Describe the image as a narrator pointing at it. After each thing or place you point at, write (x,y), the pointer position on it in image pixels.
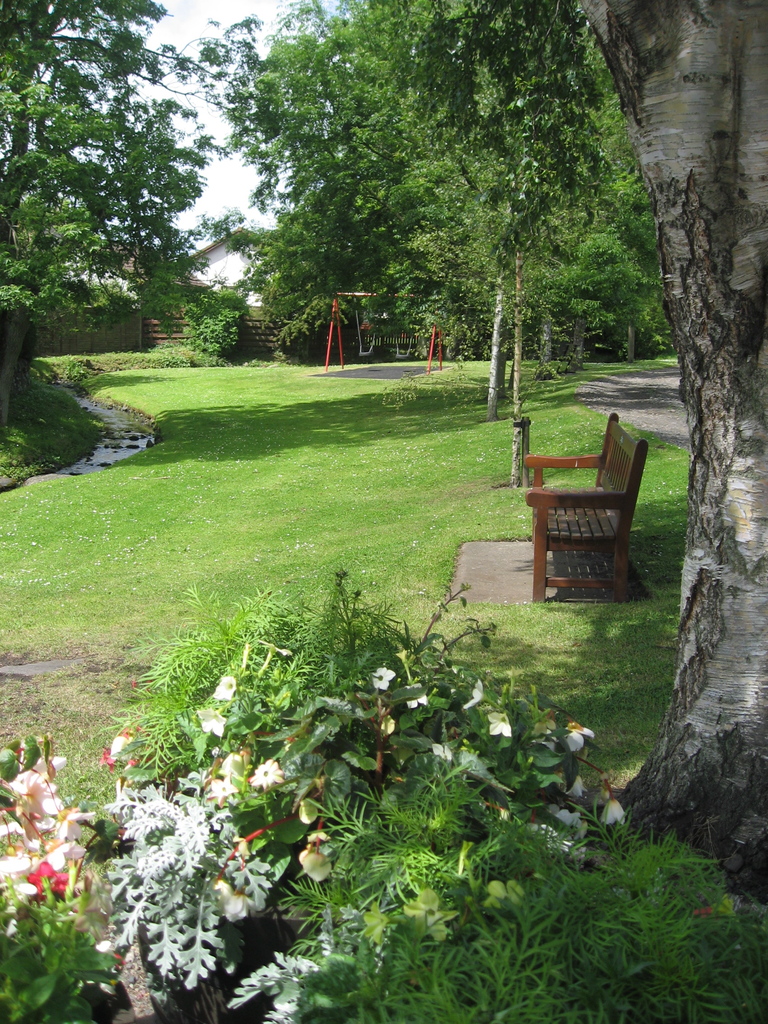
In this image there is a bench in the garden (404,527) there are some plants (303,813) with flowers (314,808), leaves (377,813) and at the back ground (546,6) there are tree (477,280) and a u shaped swing (380,294) in the garden (539,388), and a house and a sky (224,136).
